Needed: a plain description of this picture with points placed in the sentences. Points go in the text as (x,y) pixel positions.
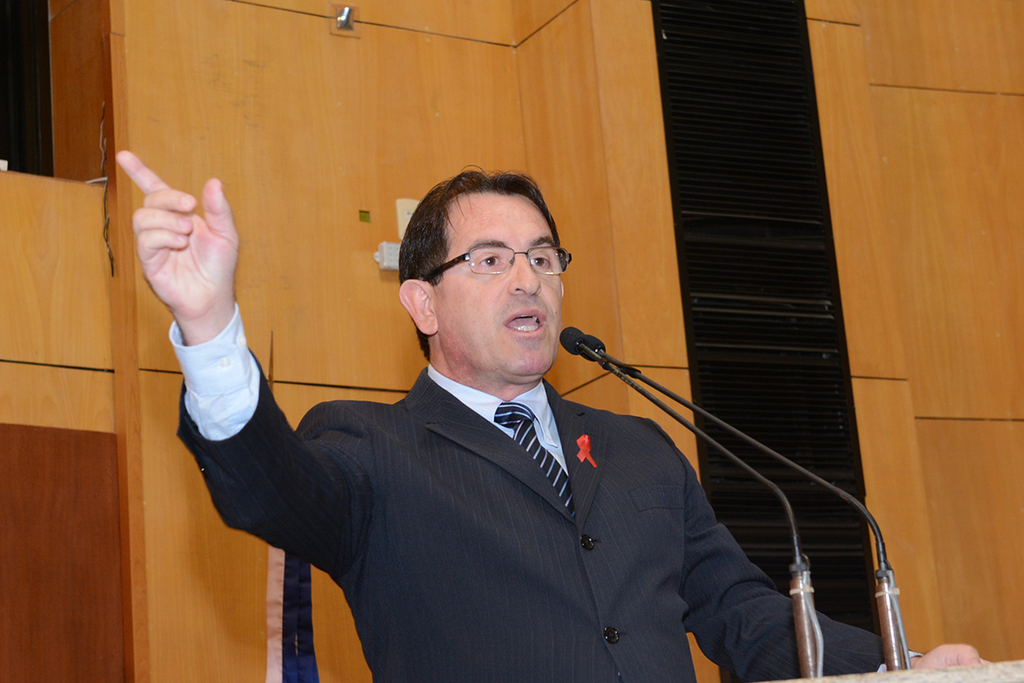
There is a person (495,472) wearing specs (470,258) is speaking. In front of him there are mics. In the back (332,94) there is a wall (271,78).
